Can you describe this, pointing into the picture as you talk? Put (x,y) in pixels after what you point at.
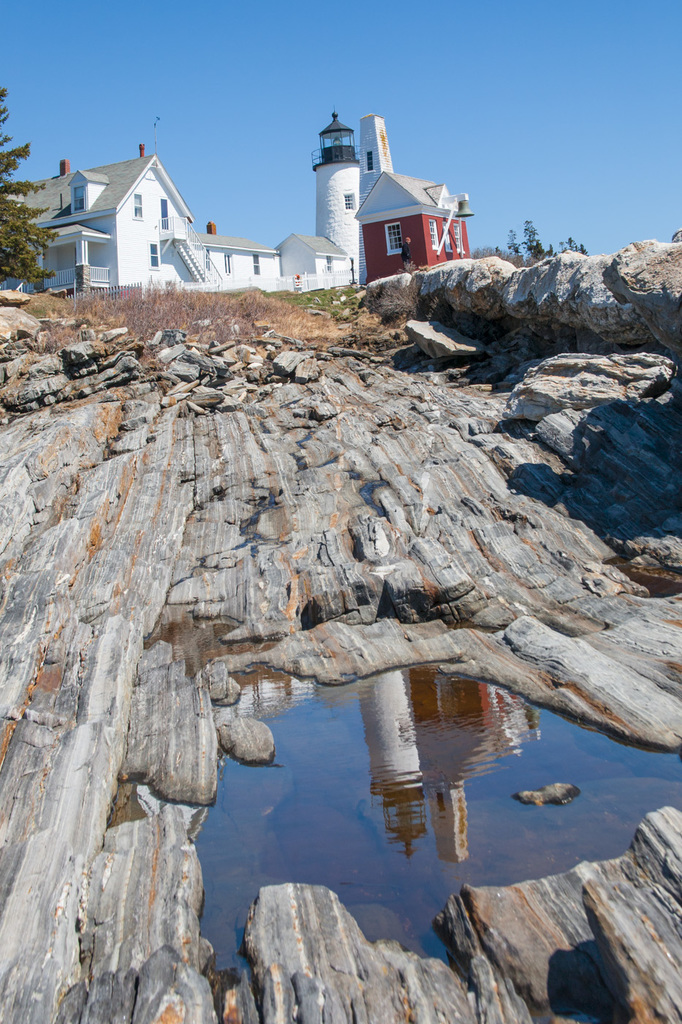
This picture shows a building (370,232) and a house (161,220) and we see trees (24,234), rocks (235,347) and water (357,834) and we see reflection (403,765) of the building (439,191) in the water (410,736) and a blue sky (310,79).
